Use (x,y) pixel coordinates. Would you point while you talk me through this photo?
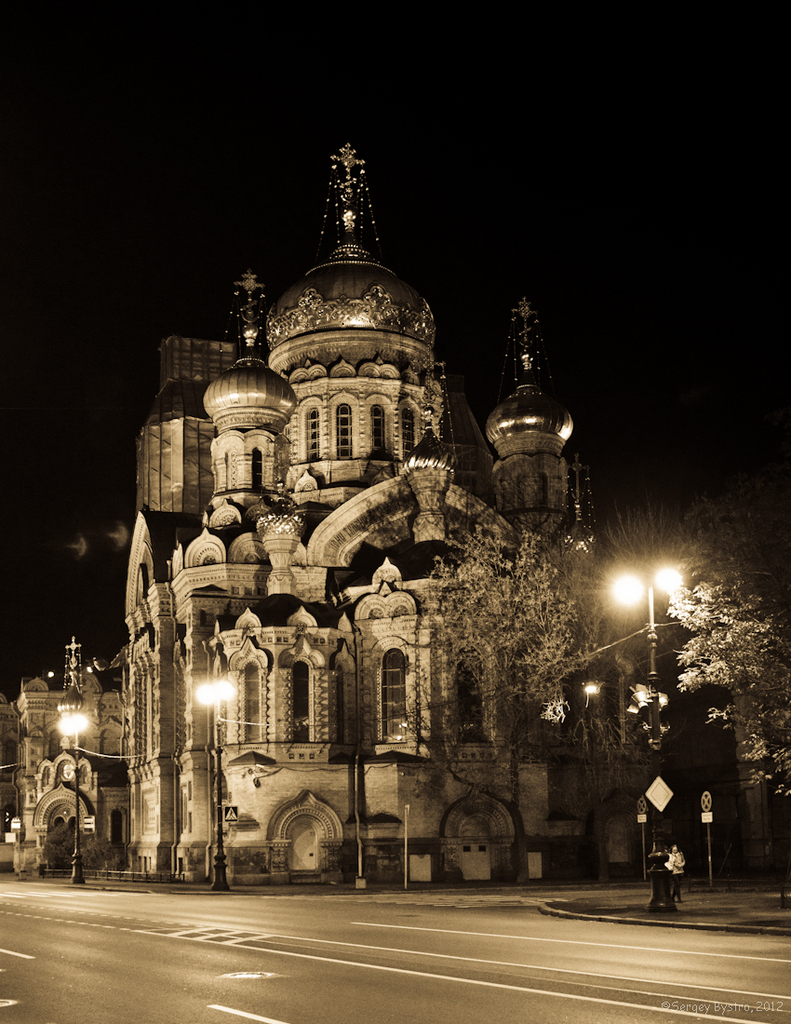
At the bottom of this image (370,980), there is a road (210,982), on which there are white color lines (254,940). In the background (220,850), there are lights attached to the poles (220,836) and there are buildings (417,610). And the background (738,437) is dark in color.
